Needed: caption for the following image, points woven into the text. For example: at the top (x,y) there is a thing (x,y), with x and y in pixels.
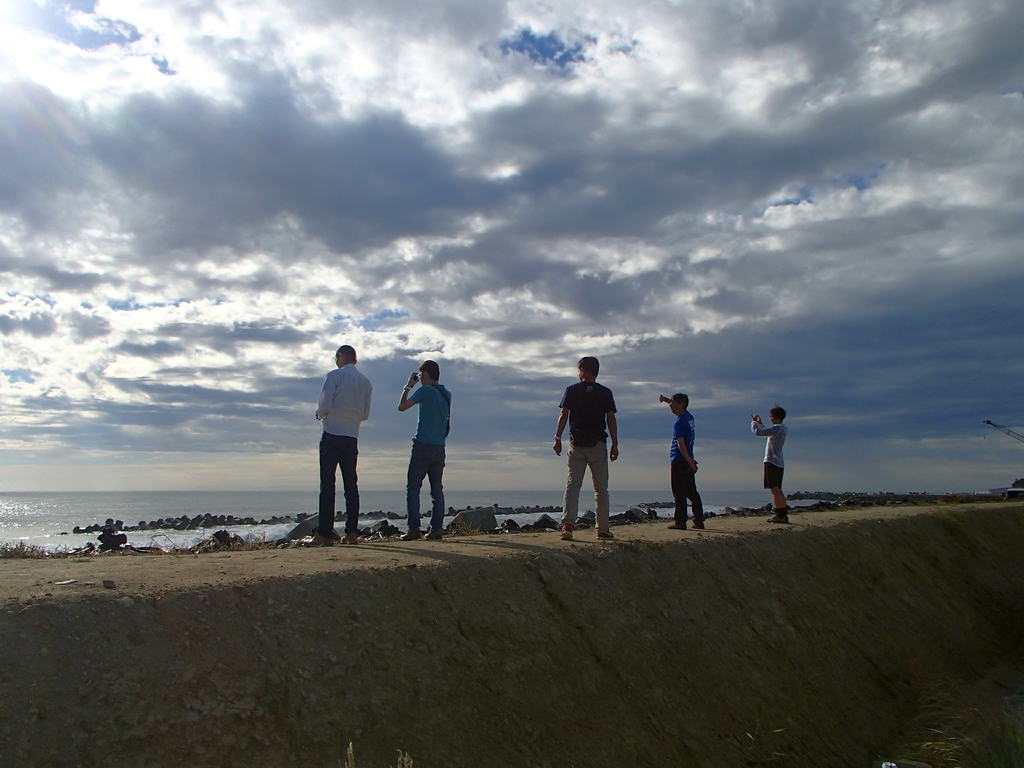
In this picture I can see there are five people (441,414) standing and there is soil (100,614), rocks (86,527) and an ocean (152,510) in the backdrop (202,499). The sky (327,145) is cloudy.
